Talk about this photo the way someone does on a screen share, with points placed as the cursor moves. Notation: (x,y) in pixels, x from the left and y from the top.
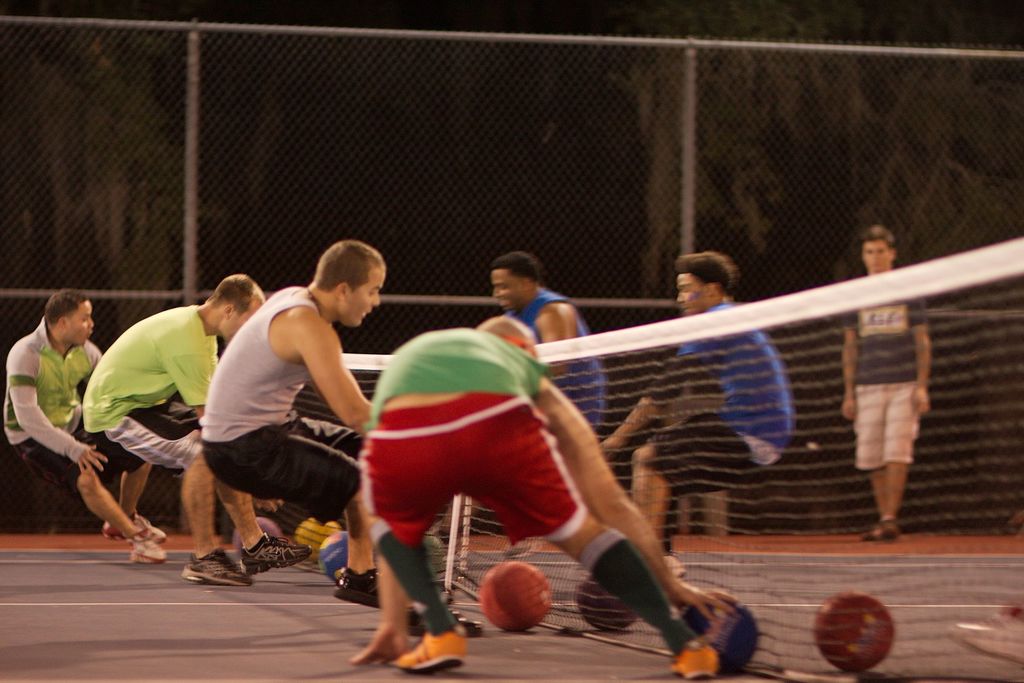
In the middle of the image (425,379) a few men (181,446) are playing with a few balls (515,578). There is a net (811,343). In the background (467,237) there is a mesh (369,173) and a man (871,369) is standing on the floor (124,573). At the bottom of the image (159,622) there is a floor (37,623).
